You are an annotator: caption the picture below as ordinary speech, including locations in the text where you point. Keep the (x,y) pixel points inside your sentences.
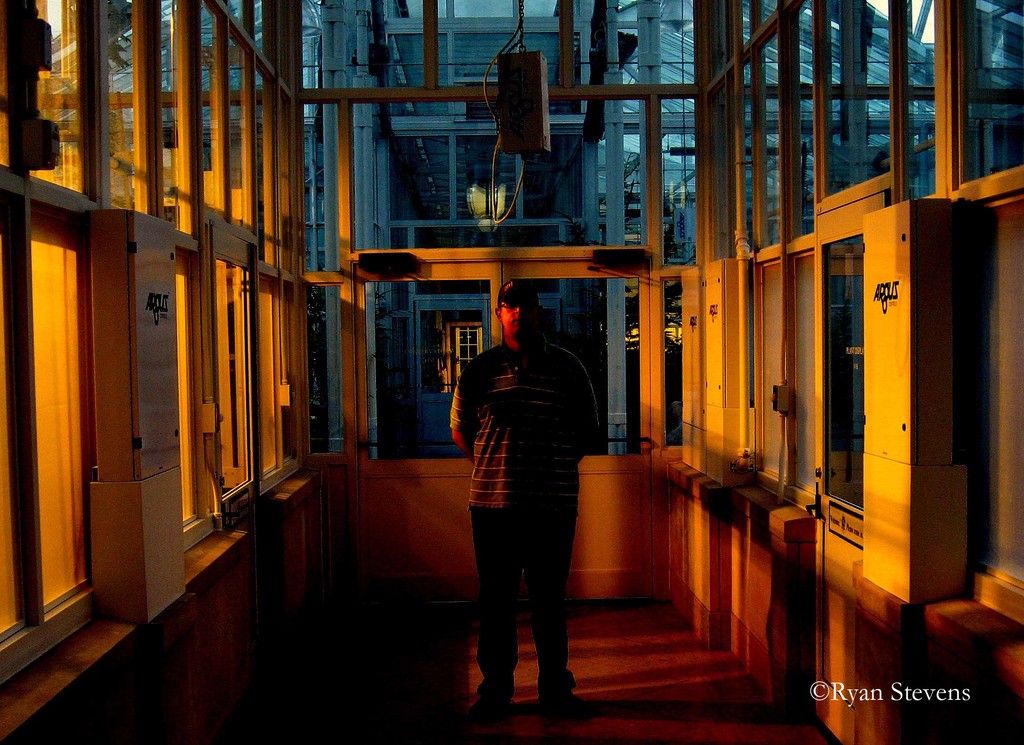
In this image we can see a person (498,453) standing in the middle of a room (200,241), there are some windows (663,134), boxes (943,336), poles (585,42), and a light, also we can see the text (864,691) on the image.
